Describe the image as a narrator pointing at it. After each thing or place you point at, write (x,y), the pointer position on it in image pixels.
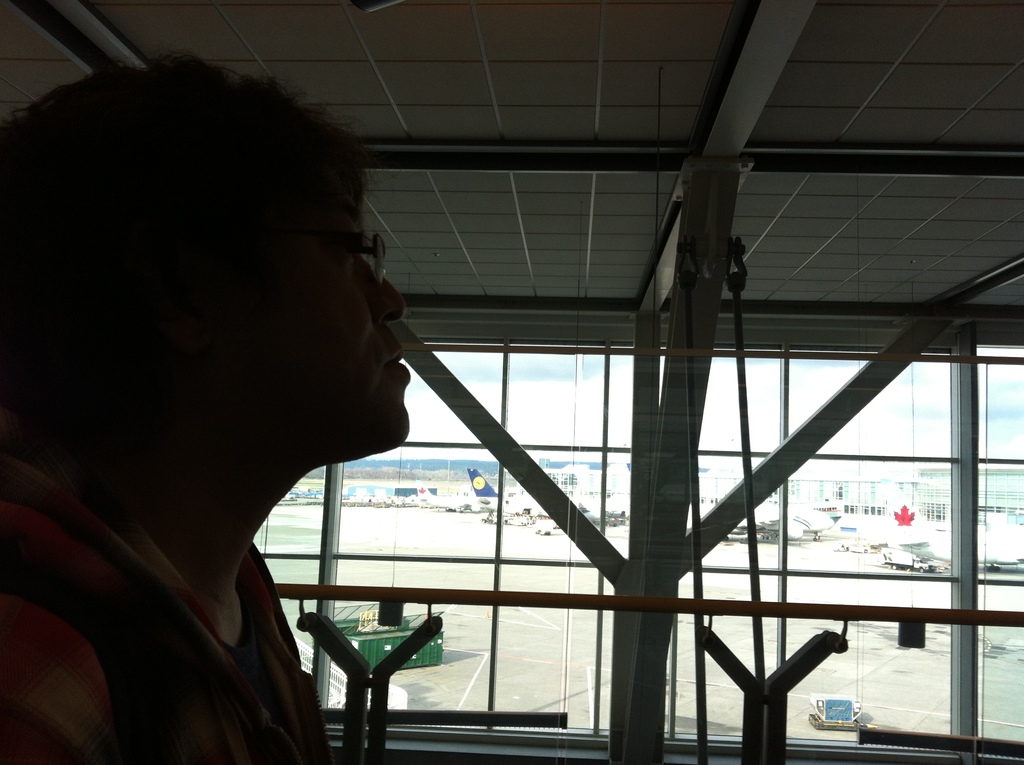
This is an inside view of a room (377,172). On the left side of this image (122,454) I can see a person (187,661) is facing towards the right side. In the outside, I can see few planes (476,500) and vehicles (843,546) on the ground (431,540).
